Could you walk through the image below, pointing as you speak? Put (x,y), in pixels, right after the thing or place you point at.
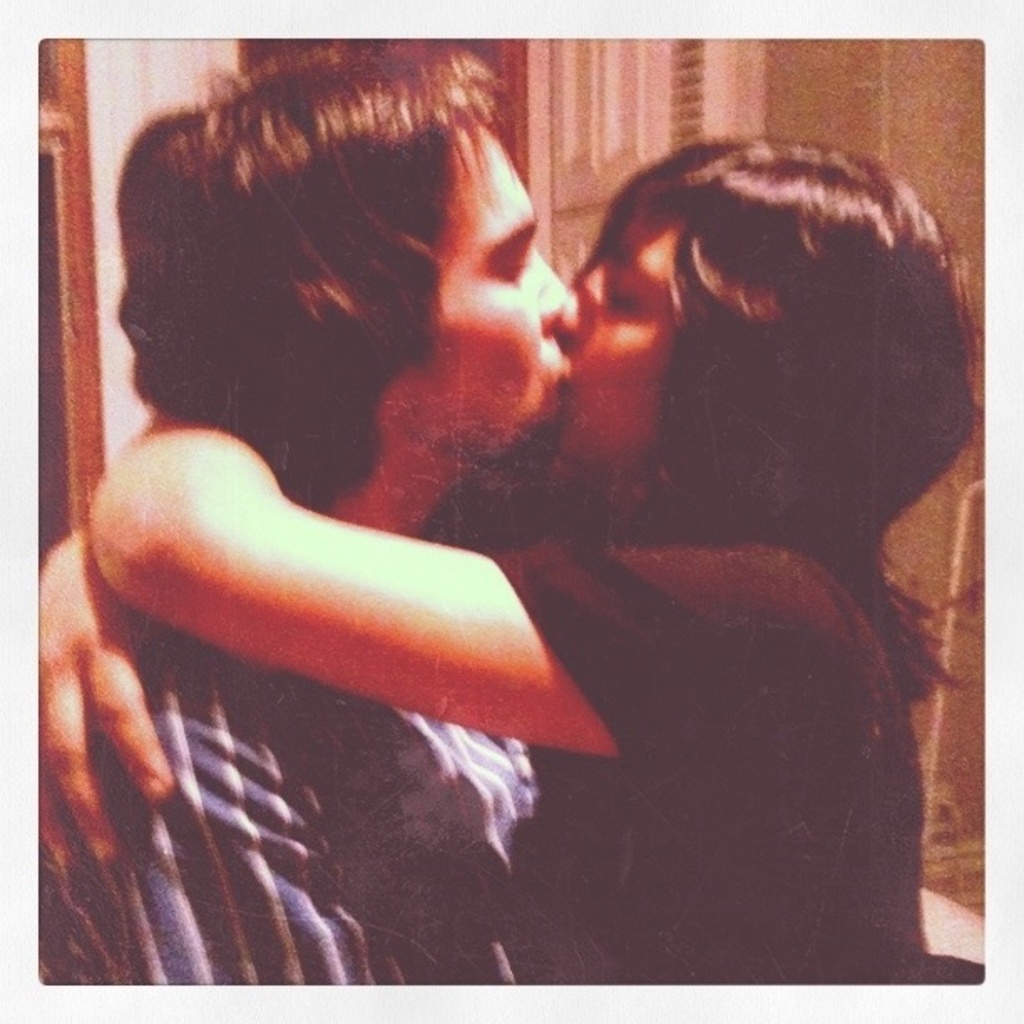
In the front of the image (810,633) I can see two people (515,953) kissing each-other. In the background of the image (932,161) it is blurry and there are objects (591,133).
